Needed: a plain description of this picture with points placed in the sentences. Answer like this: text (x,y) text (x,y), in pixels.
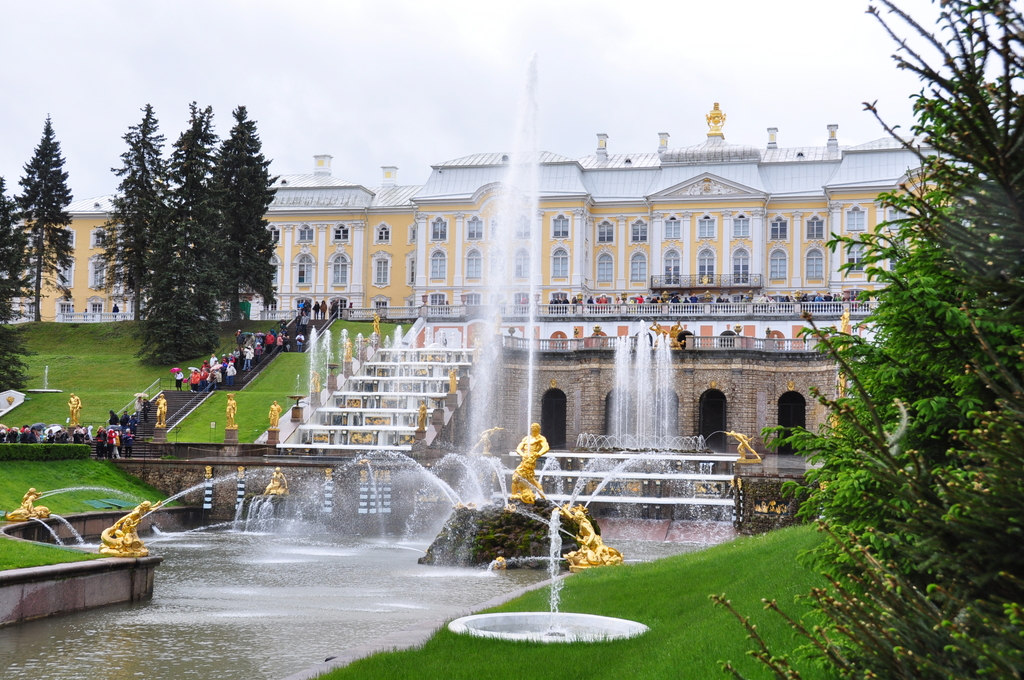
In this image we can see water fountain (506,487), water (505,497), grass (608,590), trees (827,578), persons (128,434), stairs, building (447,278), terrace (722,352) and sky (489,36).
